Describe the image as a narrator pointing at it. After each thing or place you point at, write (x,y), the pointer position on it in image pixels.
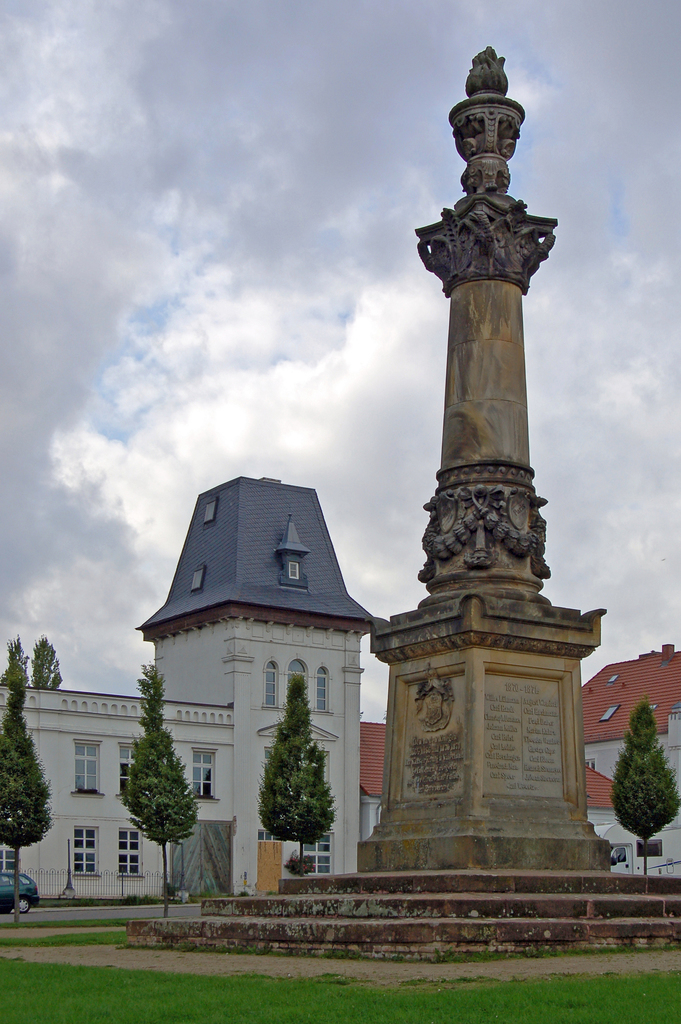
This looks like a pillar (521,402) with sculptures (471,218) and memorial stone (476,688). These are the stairs (508,916). I can see the trees (165,789). These are the buildings (103,768) with windows (79,767). At the left corner of the image (9,906), I can see a car (28,907) on the road (83,914).
